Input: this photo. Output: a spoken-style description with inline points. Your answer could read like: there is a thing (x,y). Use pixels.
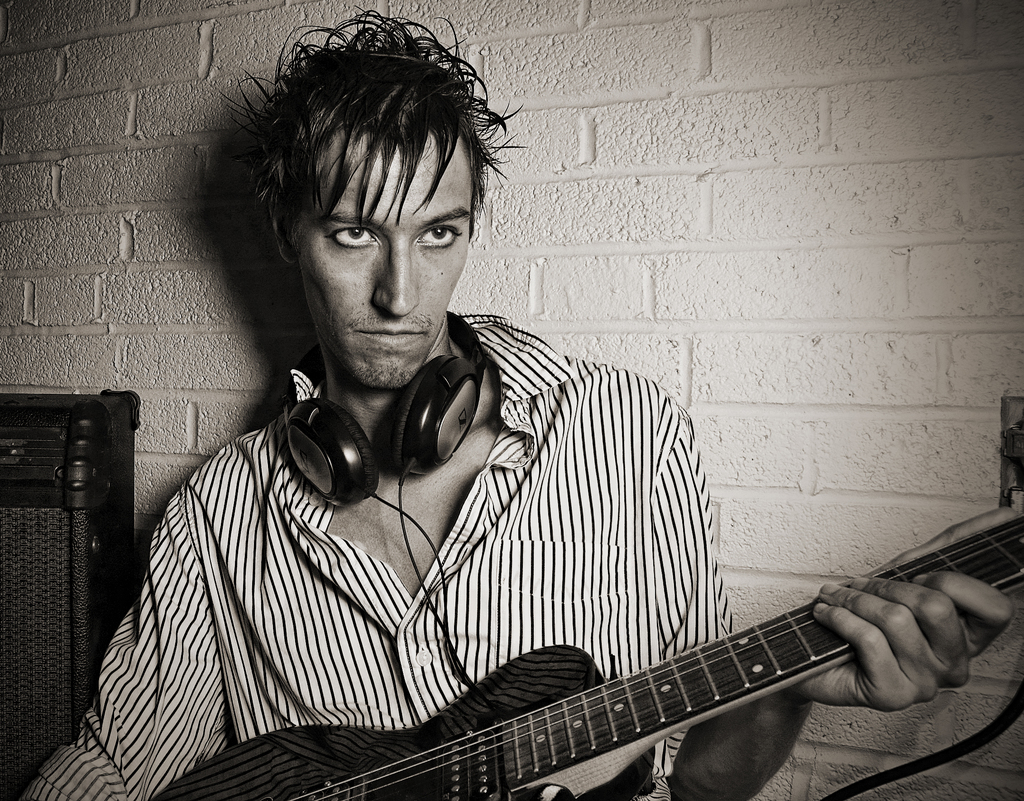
This picture shows a man (439,266) holding a guitar (615,712) in his hand (850,616), wearing headset (408,458) around his neck (394,489). In the background (667,277) there is a wall (235,168).
